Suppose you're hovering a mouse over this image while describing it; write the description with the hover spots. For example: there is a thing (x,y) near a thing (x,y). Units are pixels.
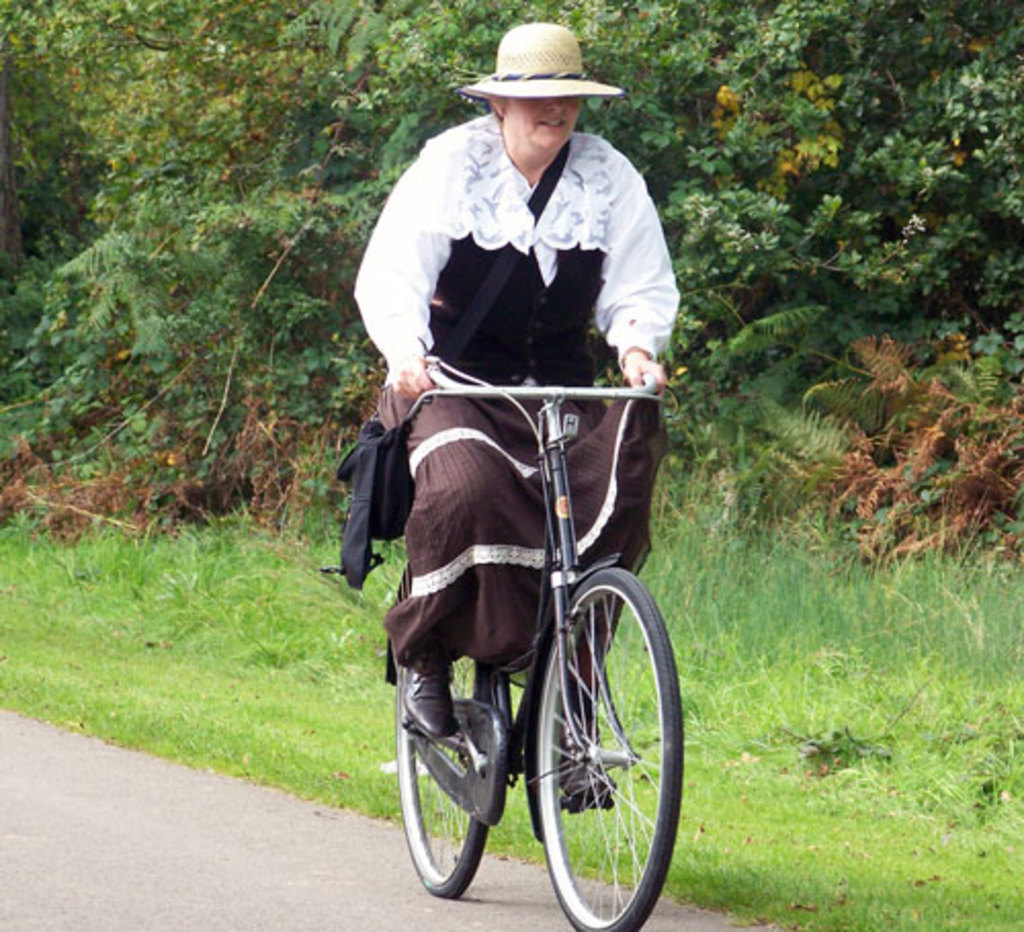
In this image, we can see some plants (217,551) and trees (260,220) beside the road (171,783). There is a person (449,318) in the middle of the image (525,368) wearing clothes (532,465) and riding a bicycle (511,670).
